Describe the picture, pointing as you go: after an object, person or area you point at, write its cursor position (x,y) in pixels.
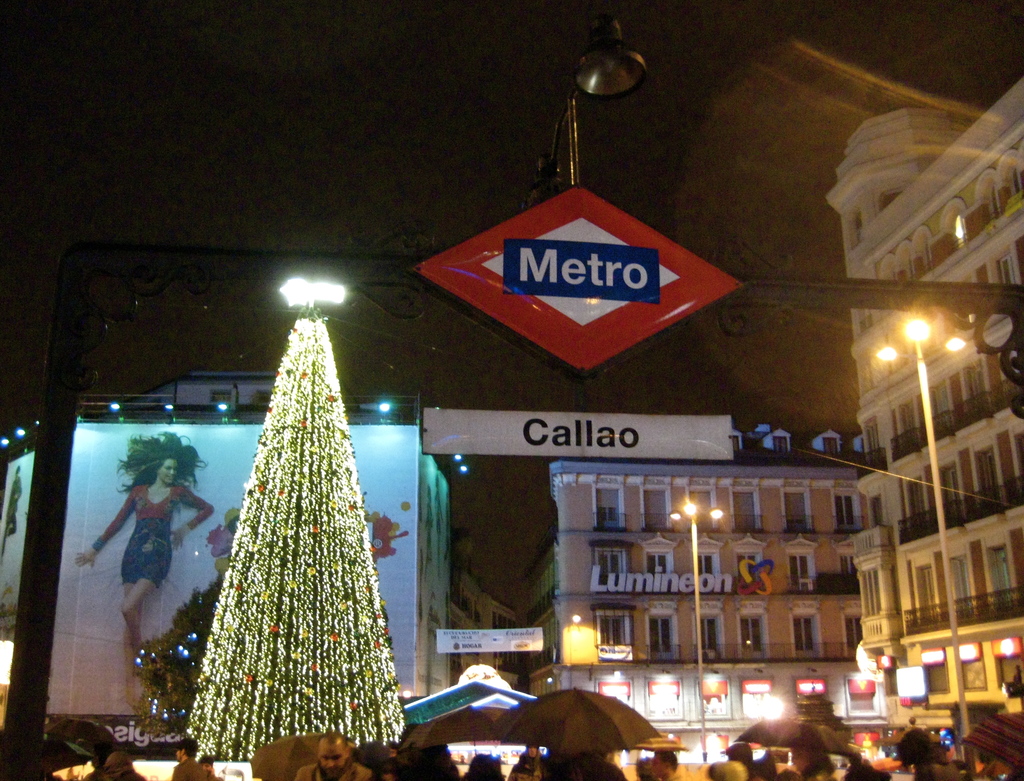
In this image we can see some buildings (781,463) with windows (777,443) and a sign board (676,308). We can also see street poles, a sign board (497,331) with text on it, a banner (152,538) with some pictures (159,577) and lights (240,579) and a tree (297,589) which is decorated with lights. On the bottom of the image (571,763) we can see a group of people (425,765). In that some are holding the umbrellas (613,704).
